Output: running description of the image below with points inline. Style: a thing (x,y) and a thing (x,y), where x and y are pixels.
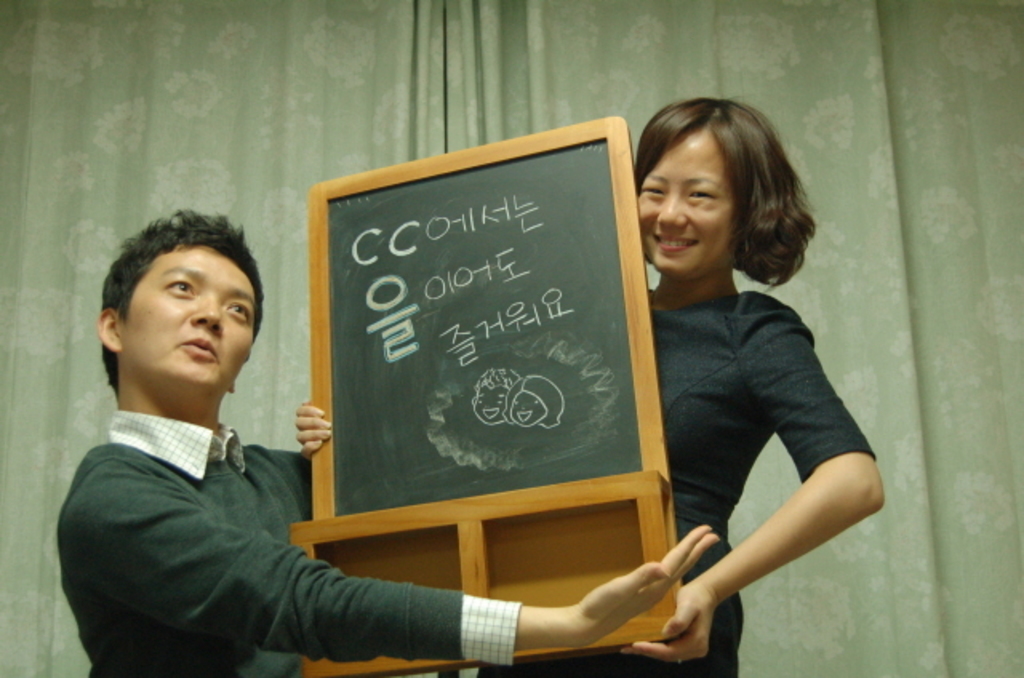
In this image, we can see two persons (709,461) standing and they are holding a wooden object (356,520), in the background (1000,103) we can see some curtains (229,119).
